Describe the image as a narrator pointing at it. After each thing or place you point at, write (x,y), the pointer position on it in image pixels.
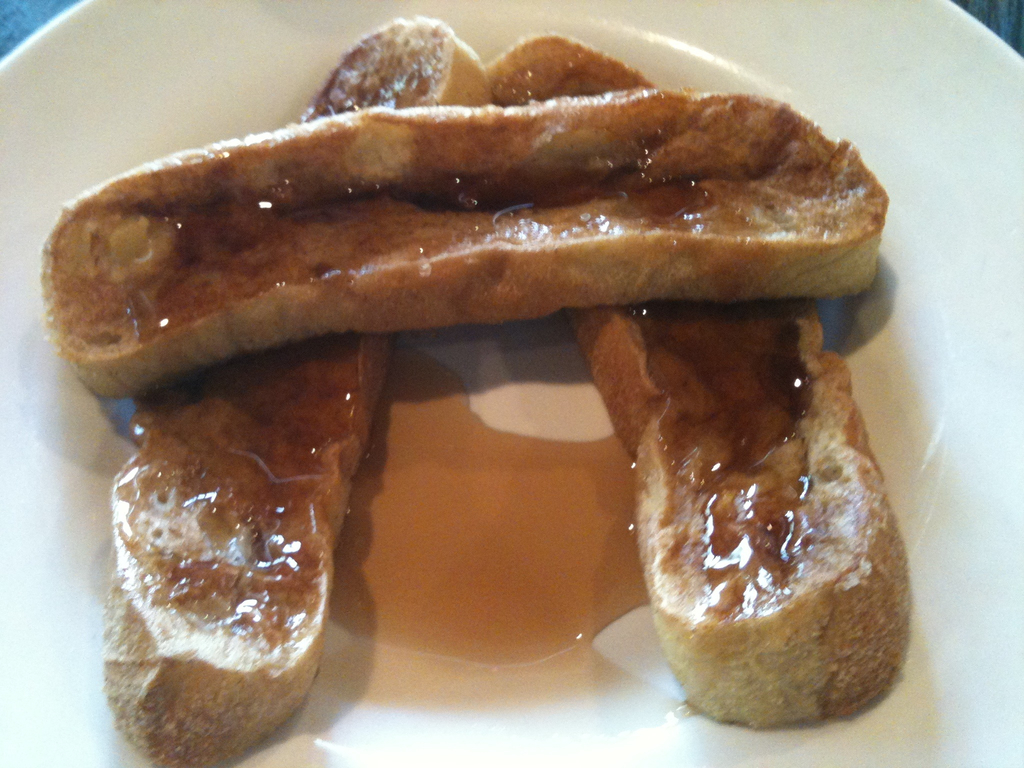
In this image we can see one plate (142,140) with some food (191,235) and the plate (55,43) is on the surface (15,35).
